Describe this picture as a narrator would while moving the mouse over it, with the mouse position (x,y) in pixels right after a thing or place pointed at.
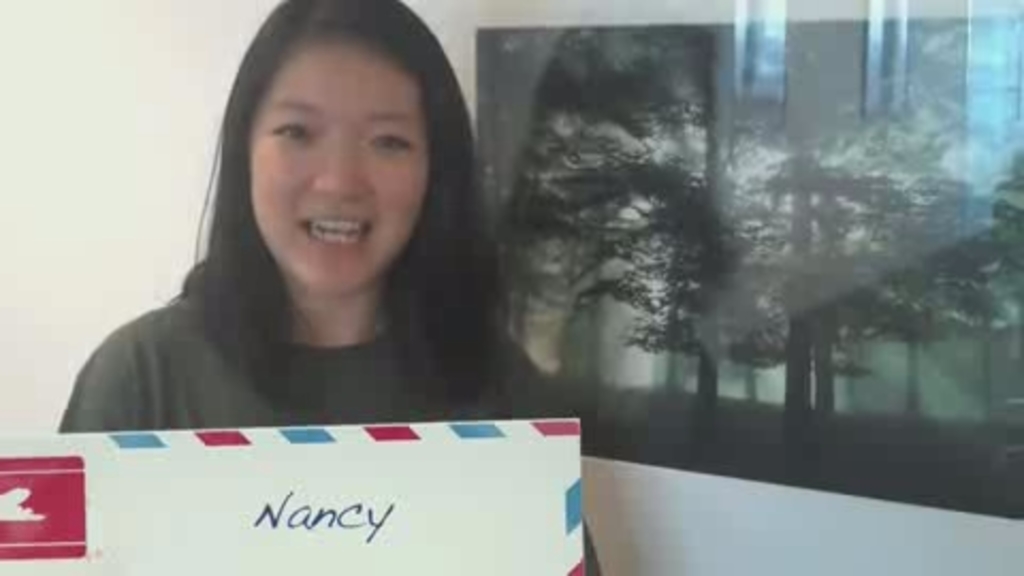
In this picture we can see a woman (217,362) holding a board (339,465), beside we can see one more board (705,240) to the wall (36,407).
